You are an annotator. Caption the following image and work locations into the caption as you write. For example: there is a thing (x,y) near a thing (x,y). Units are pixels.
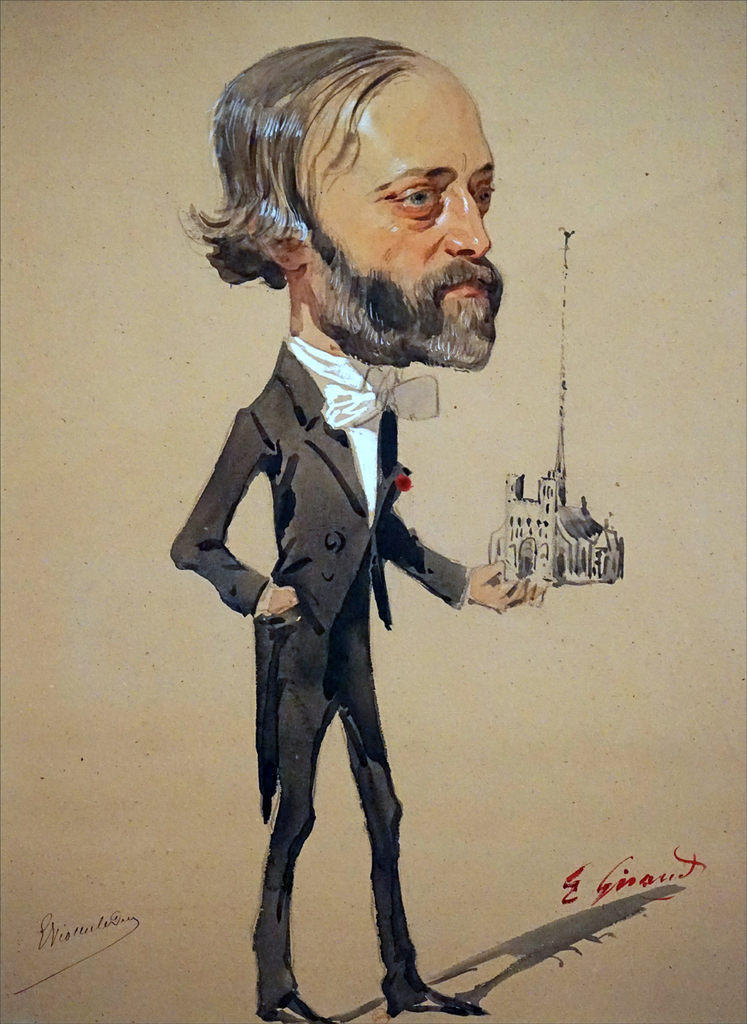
This image is a painting. In the center of the image (359,635) there is a man (378,818). On the right (586,566) we can see a building (548,542) and there is text (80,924).
